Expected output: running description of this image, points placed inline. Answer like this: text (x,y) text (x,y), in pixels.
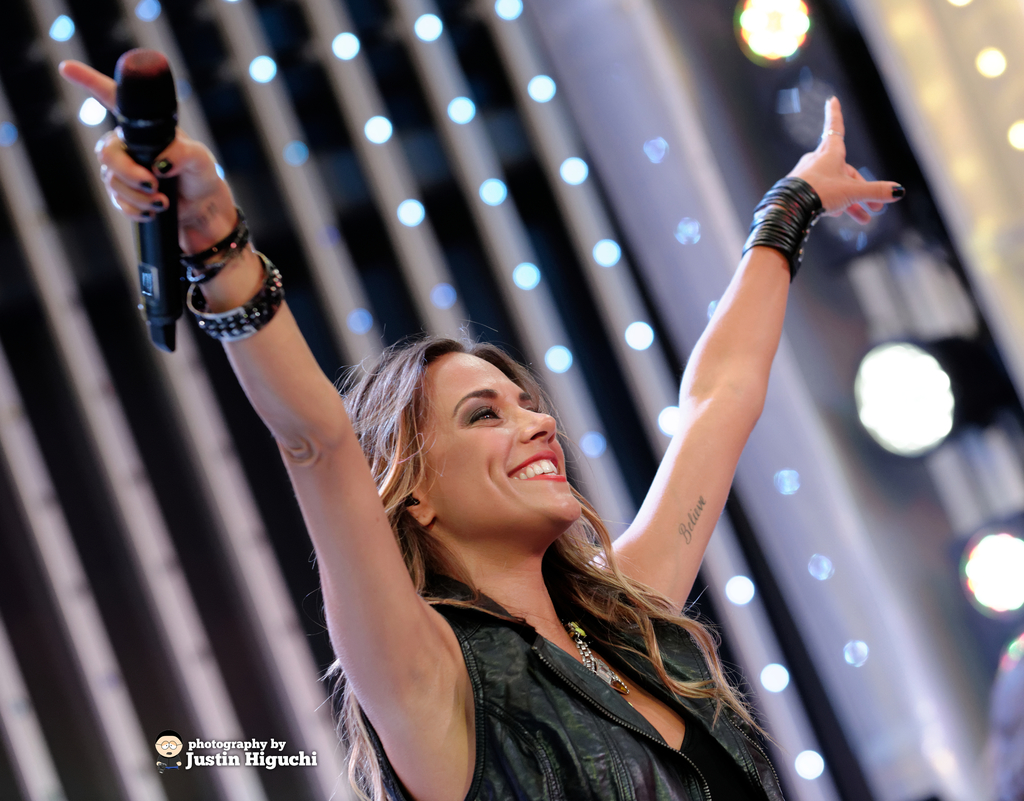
This picture shows a woman (200,193) standing with a smile (542,455) on her face (555,474) and holding a microphone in her hand (212,208).
